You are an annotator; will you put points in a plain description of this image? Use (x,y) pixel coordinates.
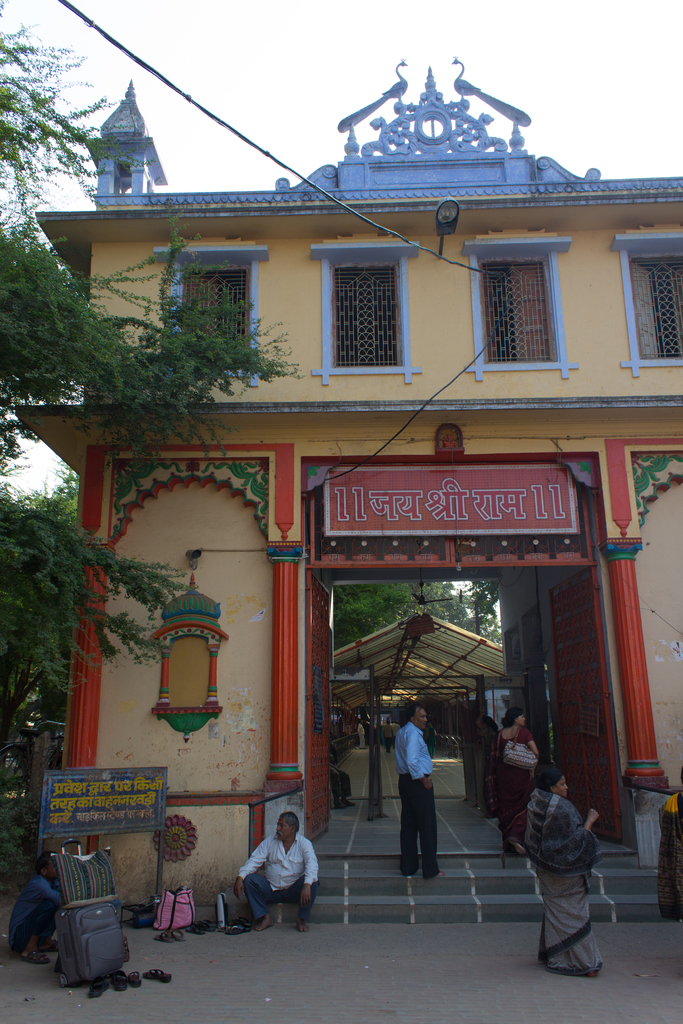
In this image we can see a few people (437,863), there is a temple (290,757), a light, there are bags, trees (493,611), there are boards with text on it, there is a shed (398,664) inside the temple (353,513), also we can see the sky (316,124).
